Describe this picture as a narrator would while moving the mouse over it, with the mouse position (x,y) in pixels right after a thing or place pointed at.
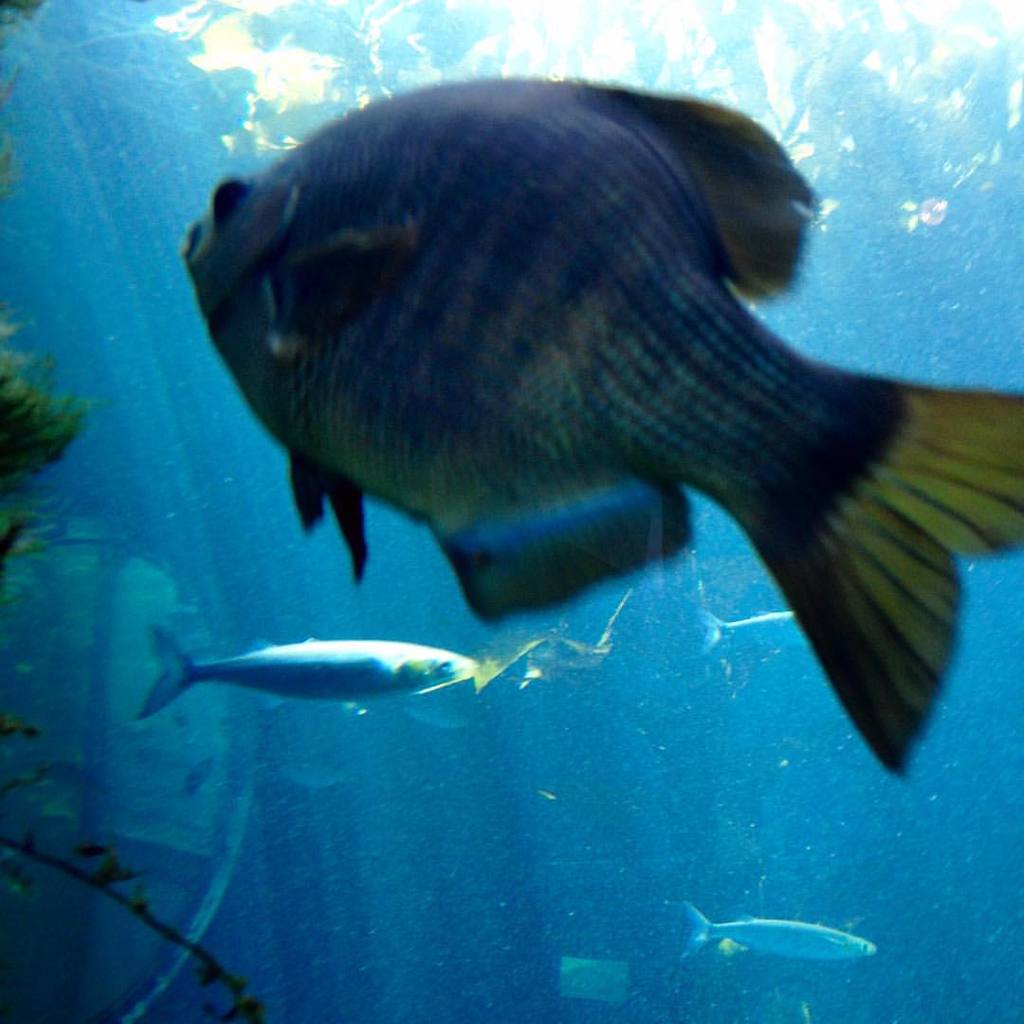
In this image I can see few fish (526,469) inside the water (676,632) and I can also see few plants (61,438) in green color.
